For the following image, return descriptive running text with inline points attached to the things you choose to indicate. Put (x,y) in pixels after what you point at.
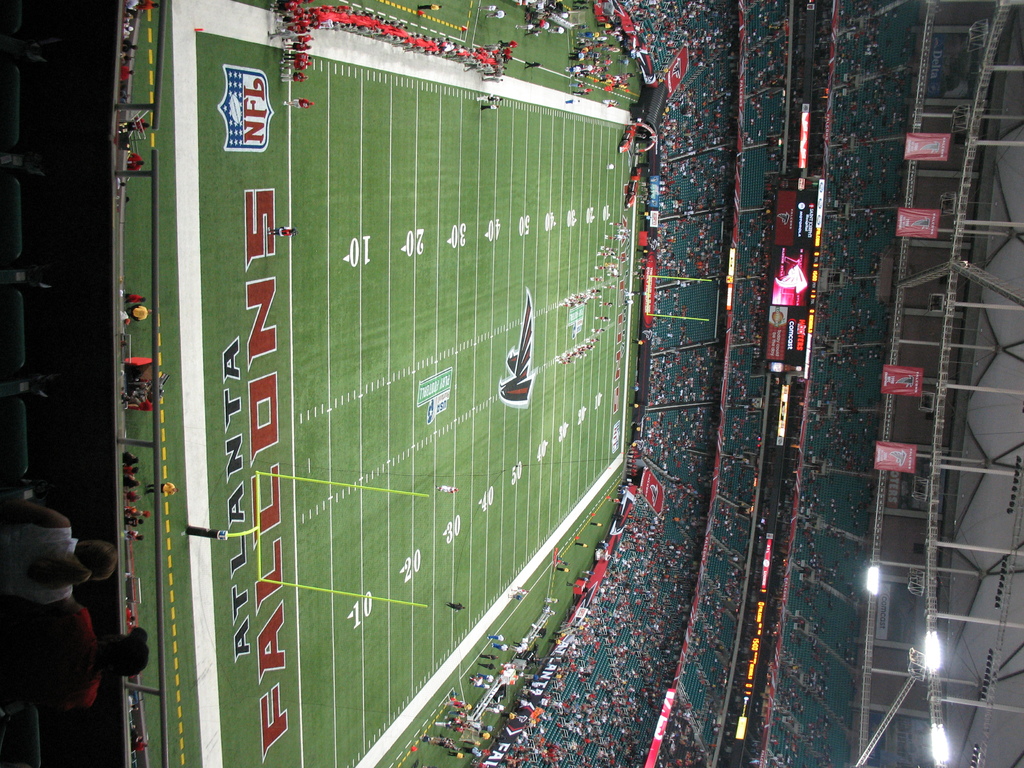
In this picture we can see some people (473,62) on the ground (433,186), some people (658,670) are sitting on chairs (700,655) and some objects (642,174) and in the background (929,464) we can see banners (912,461), screens (778,343), rods (951,241) and the lights (940,759).
